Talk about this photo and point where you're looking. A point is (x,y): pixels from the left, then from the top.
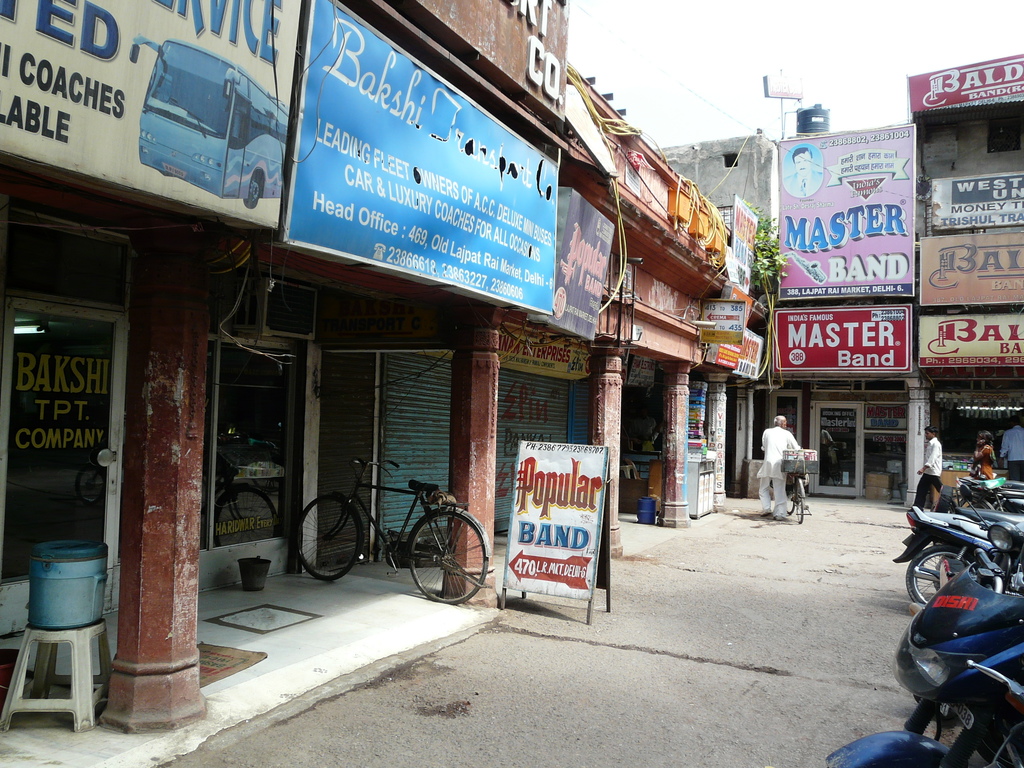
In this image I can see a street (796,572) with buildings (654,239), shops (599,244) with the boards (355,200) I can see some vehicles (919,540) parked on the right hand side (1014,721) and a bicycle (395,557) on the left hand side (318,509), I can see the pillars (470,498), stalls (693,411) and few people (1018,440) standing one person (770,487) among them is holding a cycle (802,515).
